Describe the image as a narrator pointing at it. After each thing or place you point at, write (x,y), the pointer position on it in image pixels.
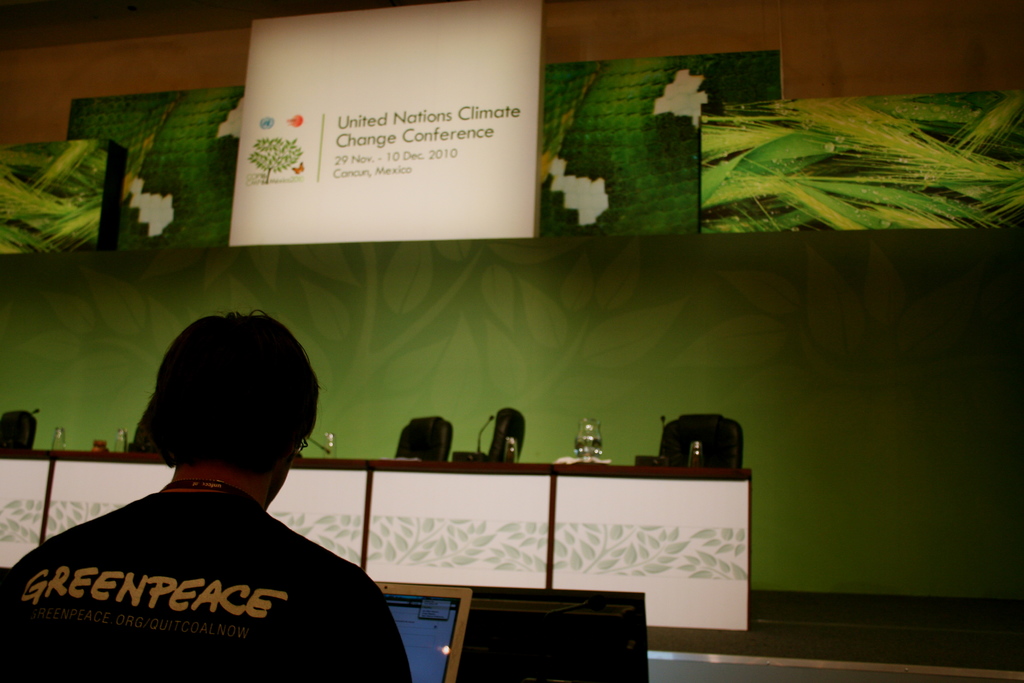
In the picture we can see a man (144,560) sitting on the chair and working in the system (463,615), he is wearing a black T-shirt (107,560) written on it as greenpeace and in the background (747,356) we can see a wall (530,319) with some screen (389,185) on it.
